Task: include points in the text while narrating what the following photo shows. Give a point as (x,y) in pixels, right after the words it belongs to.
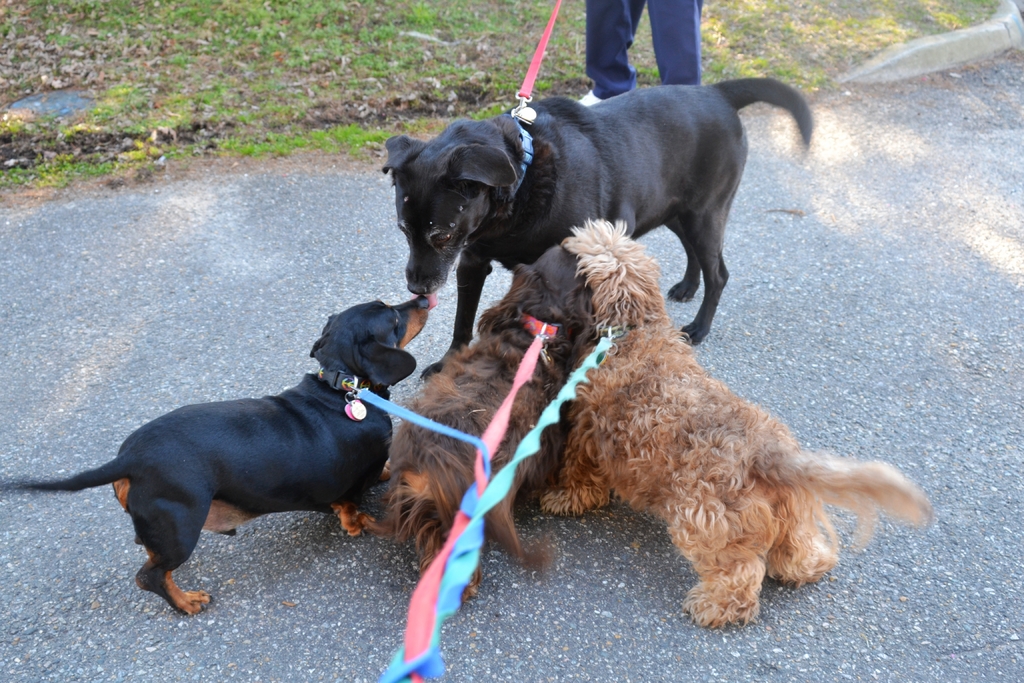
In this image we can see four dogs (409,313). Two are in black color, one is in dark brown color and the other one is in light brown color. Behind one person (672,35) is standing and grassy land (201,89) is present.
